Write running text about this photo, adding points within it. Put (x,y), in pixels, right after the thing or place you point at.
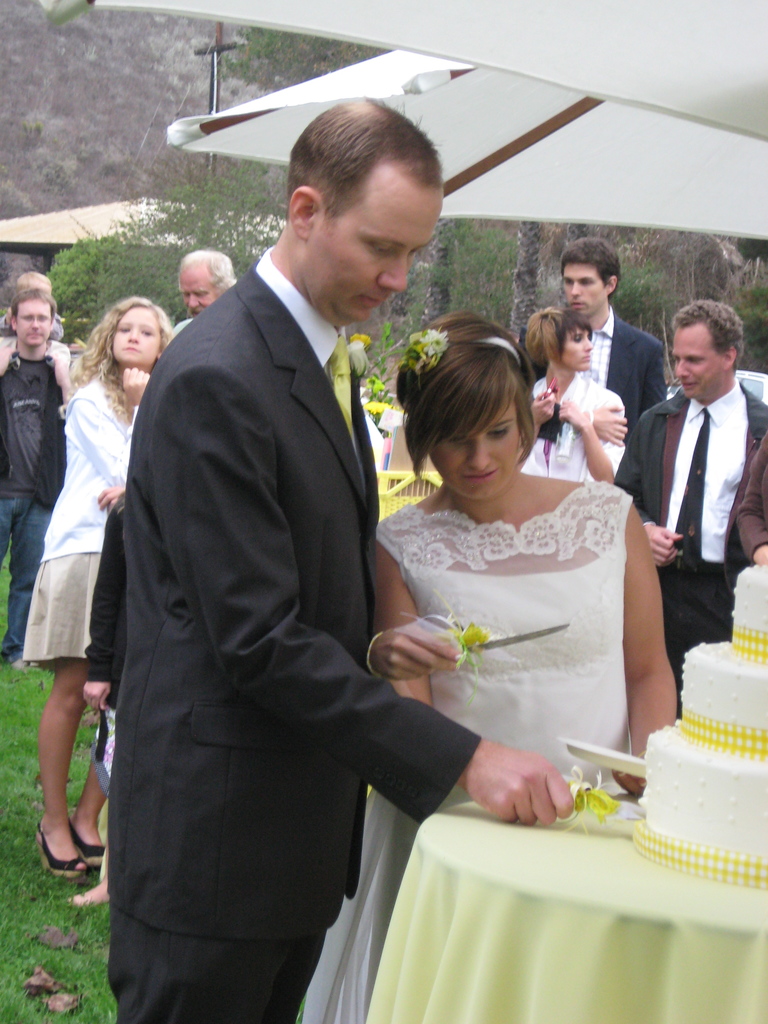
Here we can see a man (369,472) and a woman (468,494). He is cutting a cake (700,792) and she is holding a knife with her hand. This is a table (616,909). On the table (703,931) there is a cloth (644,906) and a cake (690,850). This is grass (26,816) and there are few persons (569,379). In the background (690,288) we can see trees (676,288) and umbrellas (224,114).
